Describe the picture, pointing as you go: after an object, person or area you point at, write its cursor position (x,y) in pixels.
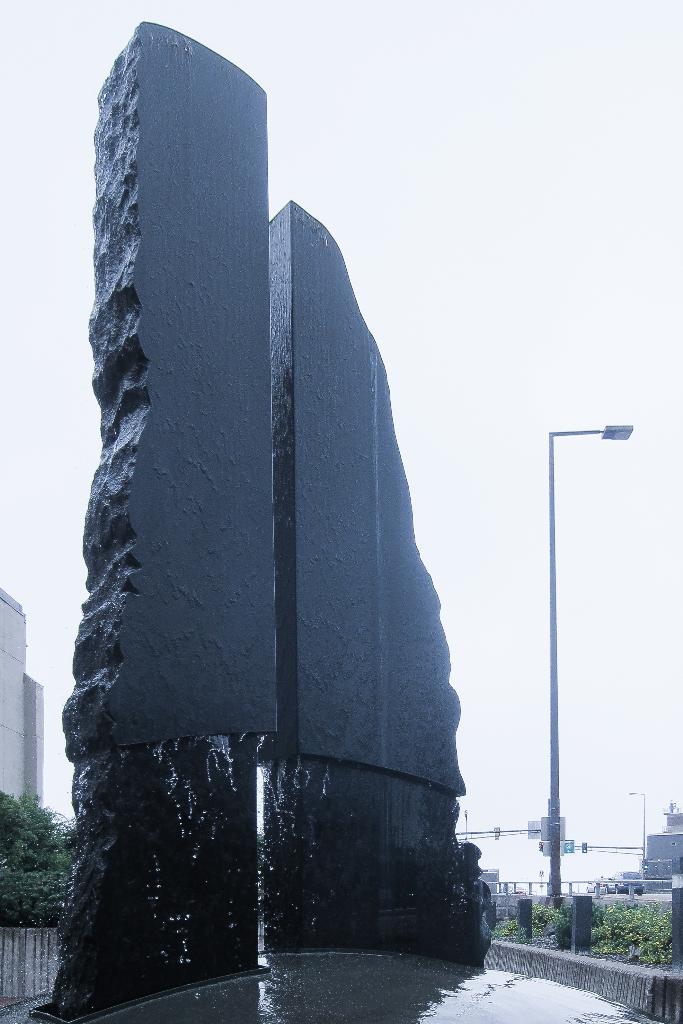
This image consists of a tall rock (276,823). On the right (610,918), there are plants (646,927) and a pole (551,689). On the left (5,759), we can see a building (40,743). At the top (81,242), there is sky (29,484).
